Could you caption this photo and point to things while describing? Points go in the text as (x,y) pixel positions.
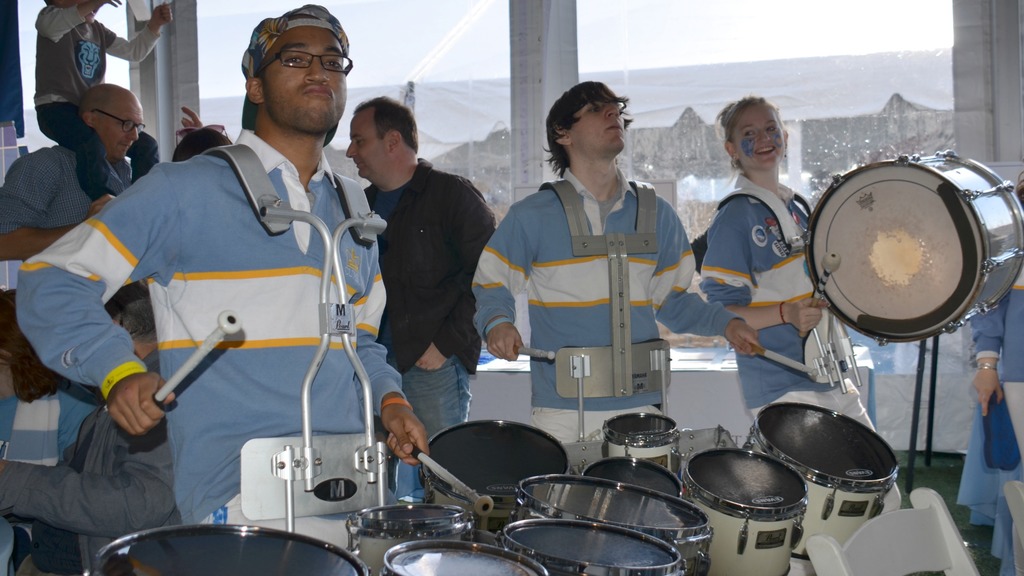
This image is clicked inside the room (818,256). There are many persons (36,351) in this image. In the front (122,410), the man (213,319) is playing drums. To the right (794,257), the woman (750,274) is also playing drums (815,280). In the background (486,36), there is a window (470,24) through which the outside is seen.
